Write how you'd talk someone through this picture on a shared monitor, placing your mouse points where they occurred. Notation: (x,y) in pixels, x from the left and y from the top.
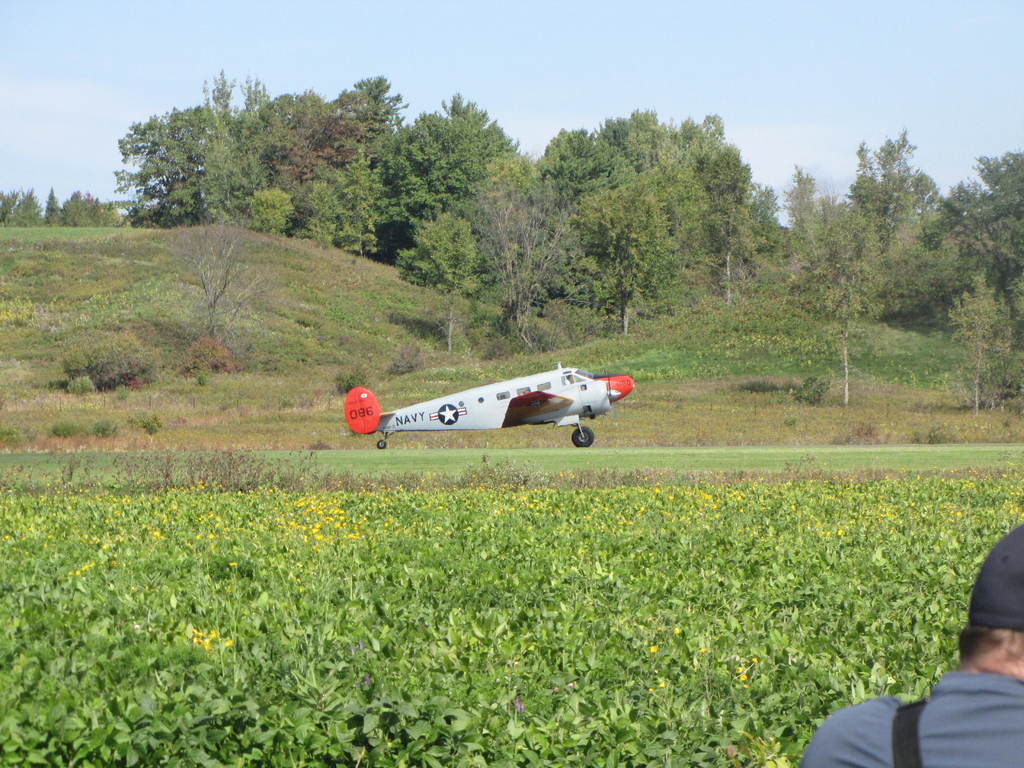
In the image we can see a plane (544,413) and a person (937,730) wearing clothes (958,698) and a cap (1001,564). Here we can see the grass (492,580), hills (160,321), trees (664,244) and the sky (792,85).
